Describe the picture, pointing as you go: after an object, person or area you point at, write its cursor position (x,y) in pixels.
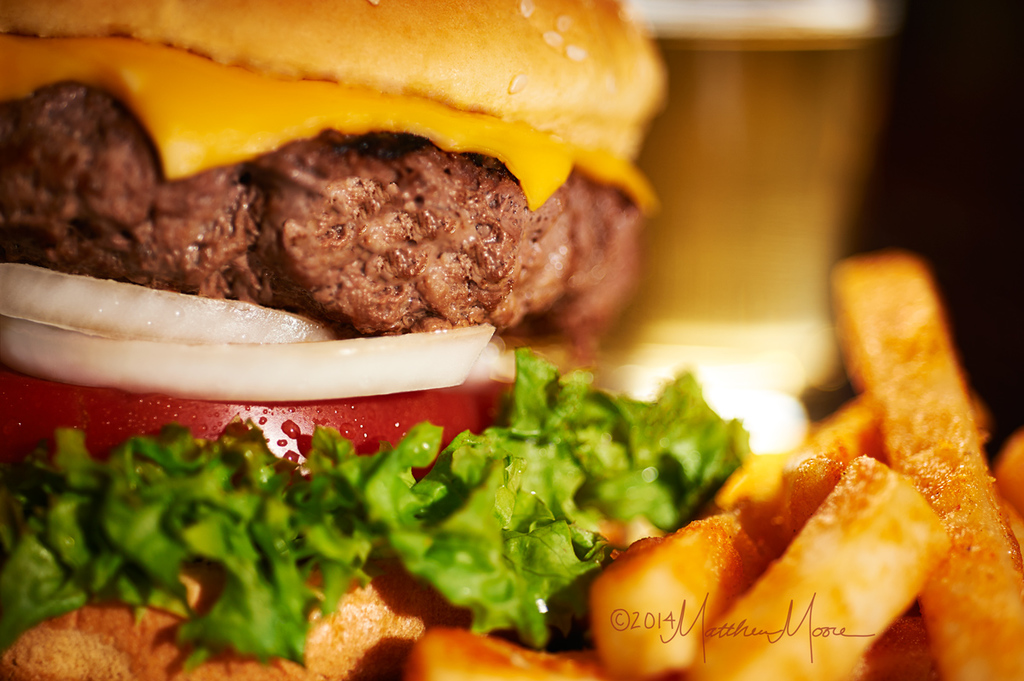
This image consists of food (365,388) which is in the front (651,485) and the background (822,151) is blurry.
